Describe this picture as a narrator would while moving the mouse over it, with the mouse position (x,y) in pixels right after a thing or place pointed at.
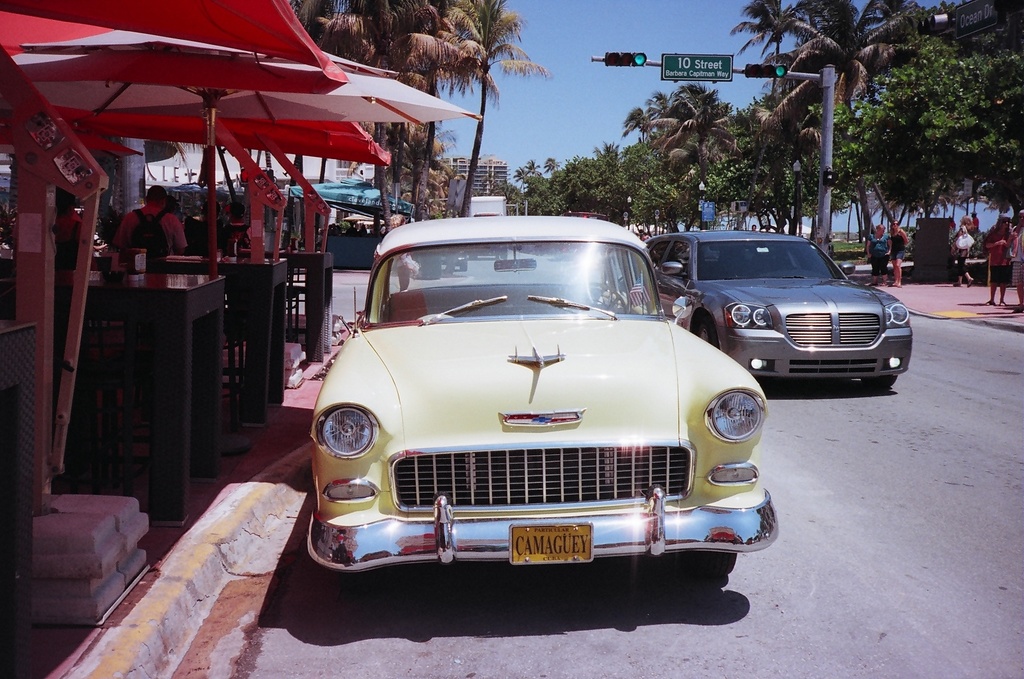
On the left side of the image (311,193) there is a tent (179,78), beneath the tent (213,84) there are a few people (171,229) sitting in front of the table (136,313), beside them there are two cars (649,403) on the road (646,587). On the other side of the image there are a few people (994,268) standing on the pavement (914,284) and there is a signal pole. In the background (866,165) there are trees (419,165), buildings (464,166) and the sky (561,69).
